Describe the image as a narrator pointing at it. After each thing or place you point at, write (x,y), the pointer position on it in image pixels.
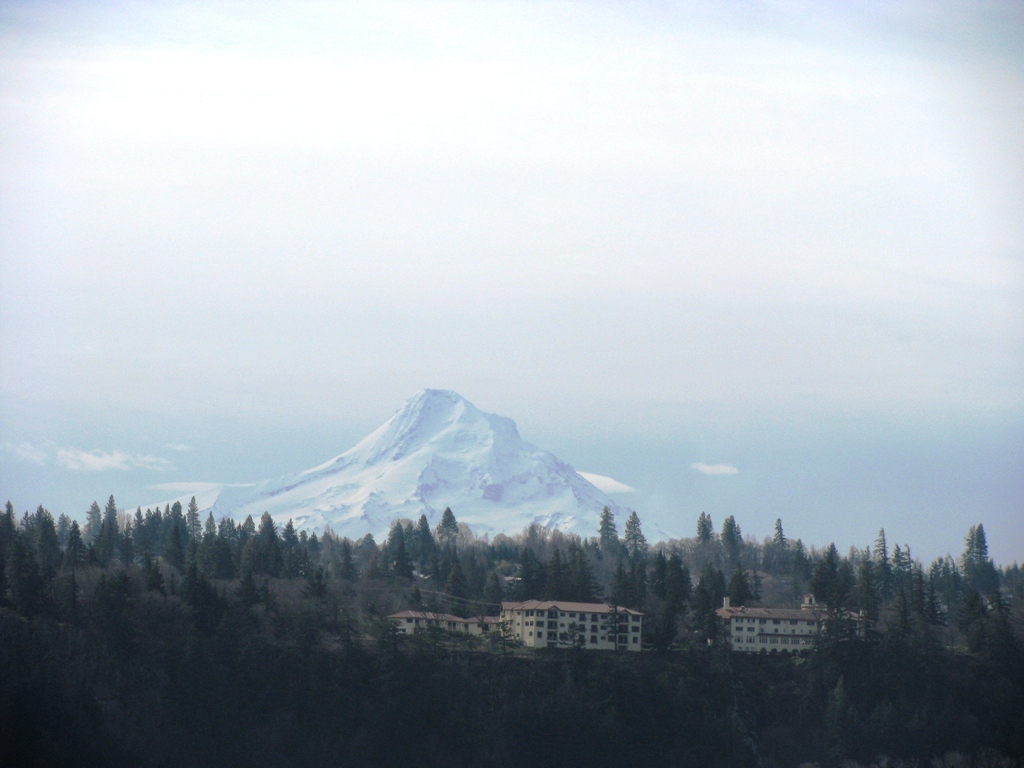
In this image at the bottom (189,597) we can see trees (224,586) and buildings (480,623). In the background (34,426) we can see snow mountain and sky (453,250).
